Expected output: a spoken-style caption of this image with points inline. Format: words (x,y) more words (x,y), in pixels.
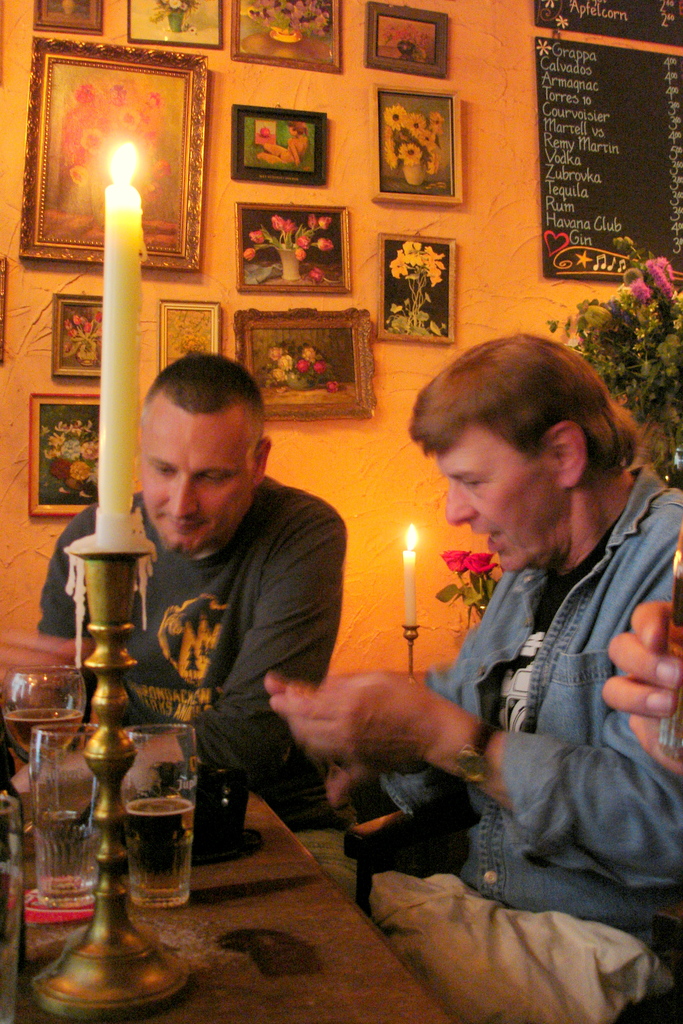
In this picture we can see two persons (500,992) sitting on the chairs (399,834). This is table (312,879), on the table (184,943) there are glasses (84,795) and a candle (107,445). On the background (344,433) we can see the wall (349,440). On the wall (343,448) there are many frames (344,225). And this is a plant (639,302). And these are flowers (469,556).
